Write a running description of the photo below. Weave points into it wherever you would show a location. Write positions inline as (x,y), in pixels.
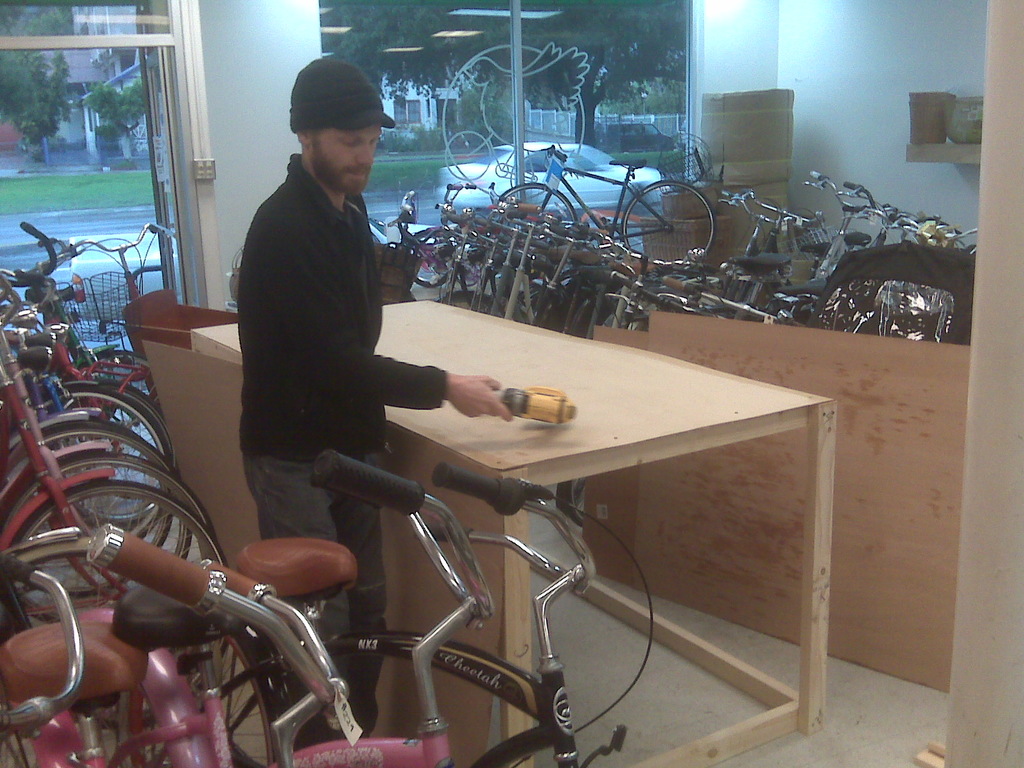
in the picture we can see the bicycle shop (563,330), here we can also see the person (361,291) holding something (529,406) on his hand (482,382), here we can see the table (782,416) near to the bicycle (555,311), here we can also see the trees (451,58) and building (385,112) through the window (414,83) which is near to the wall (297,42) a beautiful scenery.
